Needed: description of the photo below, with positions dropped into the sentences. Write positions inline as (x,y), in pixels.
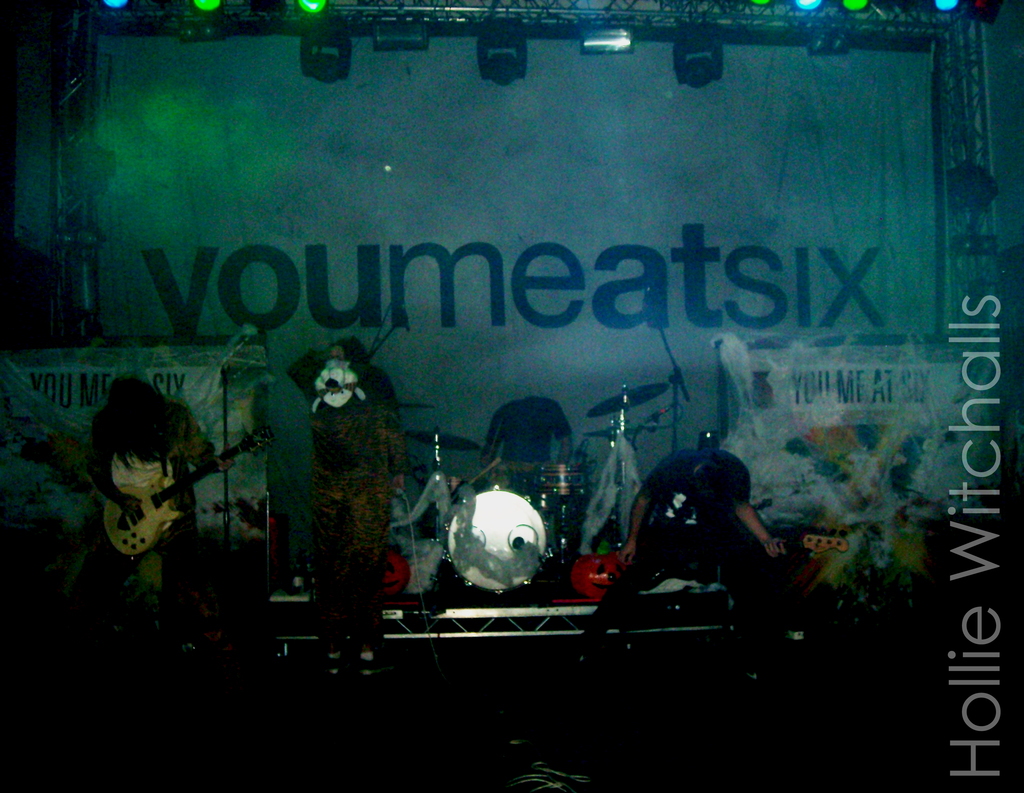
In this image we can see some people (351,371) standing and holding some musical instruments (461,548) in their hands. We can also see a banner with some text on it, the metal frame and some lights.
